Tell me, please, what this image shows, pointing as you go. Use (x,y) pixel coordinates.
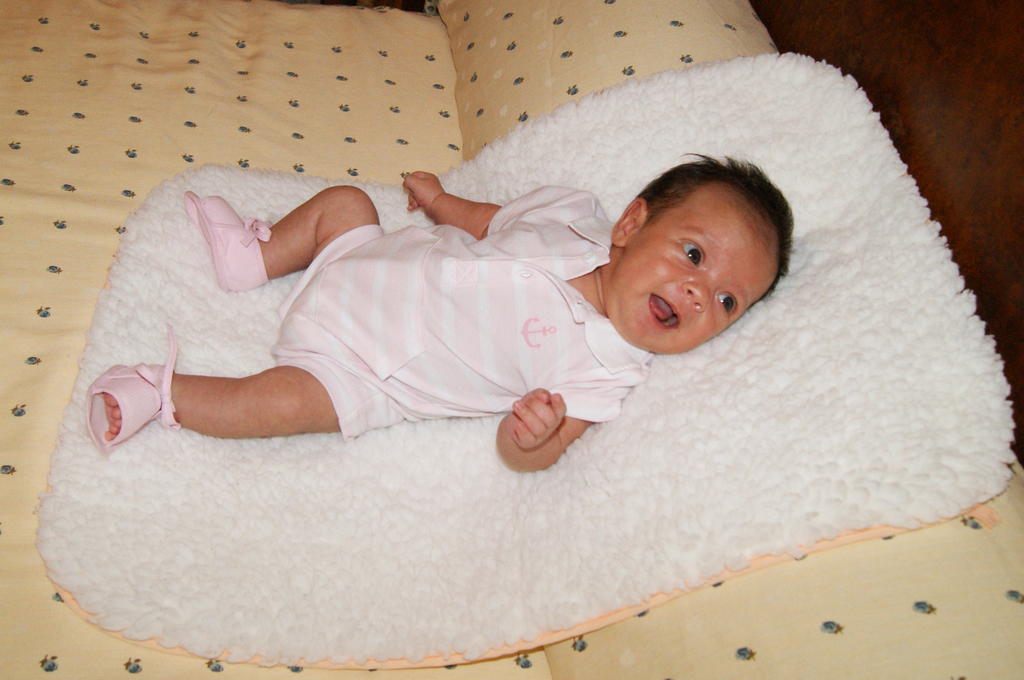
In this image there is an infant (539,338) lying on the bed (25,512). Below the infant (545,350) there is a cloth (656,496) on the bed (115,139). There are footwear (150,368) to the legs (231,226) of an infant (249,236).
